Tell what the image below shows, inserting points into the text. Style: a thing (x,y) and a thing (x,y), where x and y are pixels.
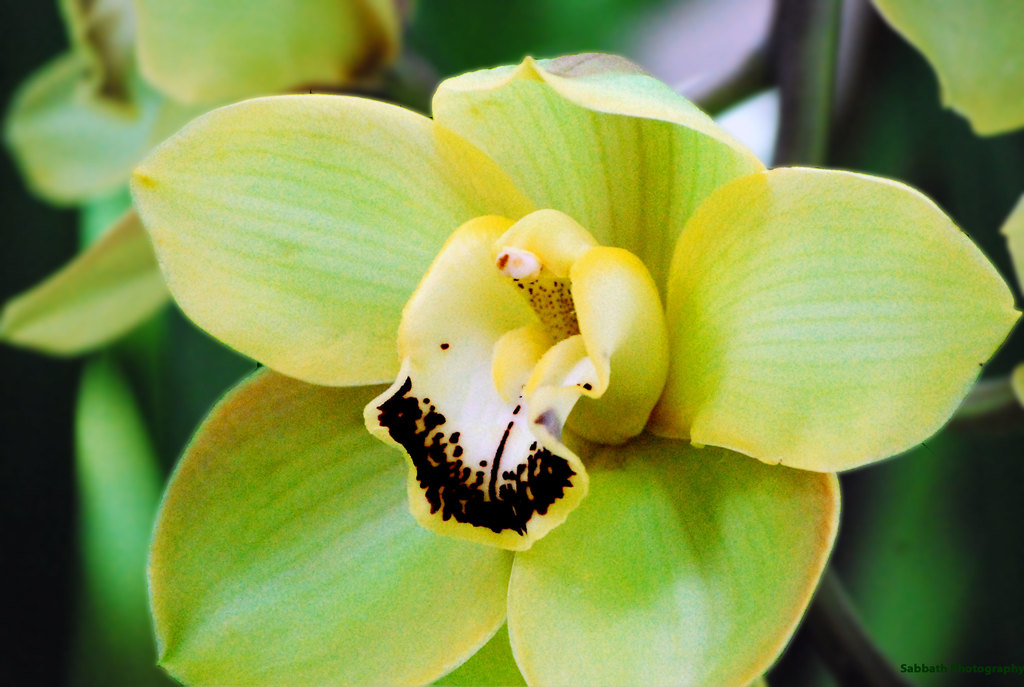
In this picture we can see a flower (301,556) and in the background (131,328) we can see leaves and it is blurry.
